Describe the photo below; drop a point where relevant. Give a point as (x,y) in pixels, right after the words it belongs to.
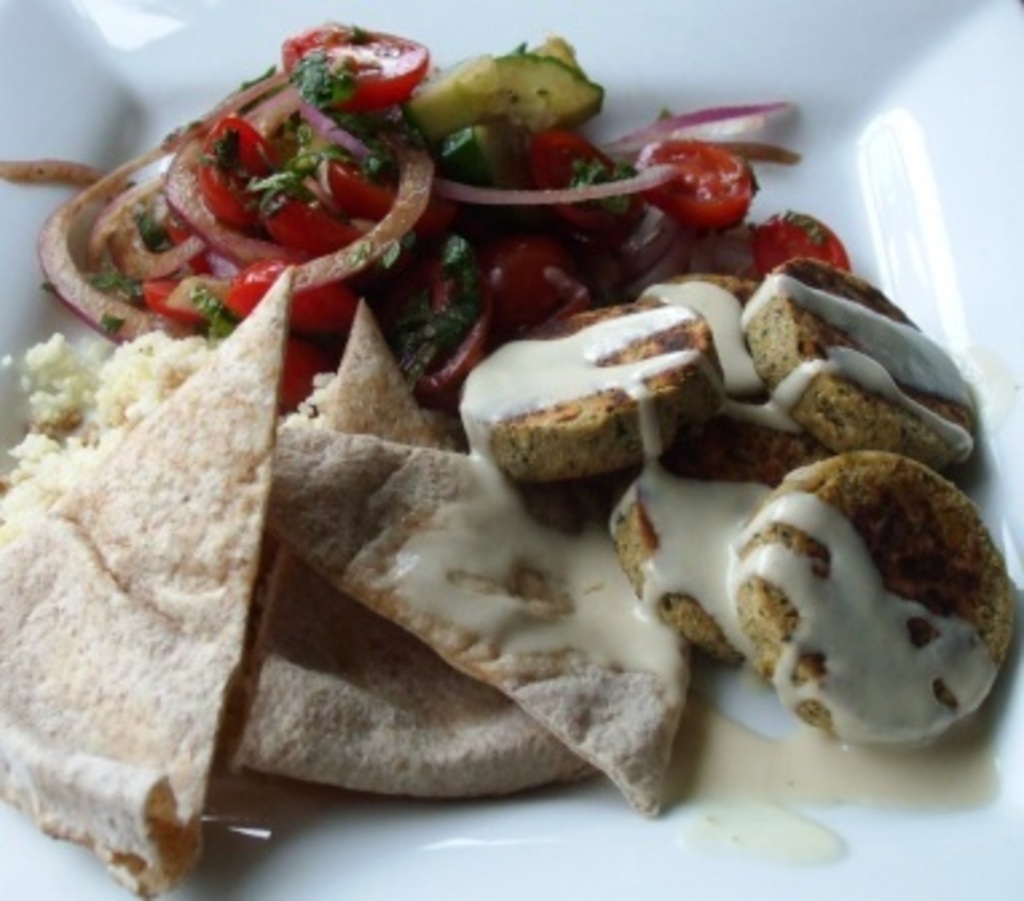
In this image there is food item (431,386) is kept in a white color bowl (848,157) as we can see in middle of this image (644,401).
